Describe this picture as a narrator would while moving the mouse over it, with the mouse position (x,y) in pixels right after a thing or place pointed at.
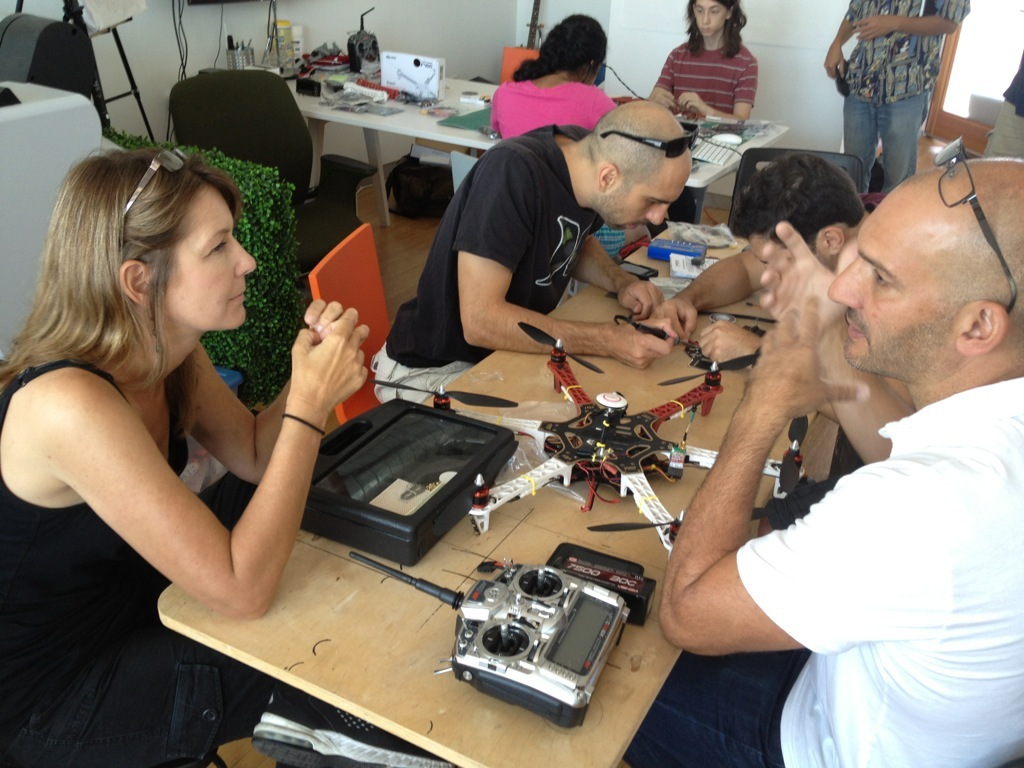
In this image we can see a few people (975,505), some of them are sitting on the chairs (362,249), there are two tables (632,514), on the table (594,546), there is a drone (577,461), a remote control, a box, papers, also we can see some other objects (370,98), also we can see the wall (620,34), and some other objects (32,97) in the room (420,106).
